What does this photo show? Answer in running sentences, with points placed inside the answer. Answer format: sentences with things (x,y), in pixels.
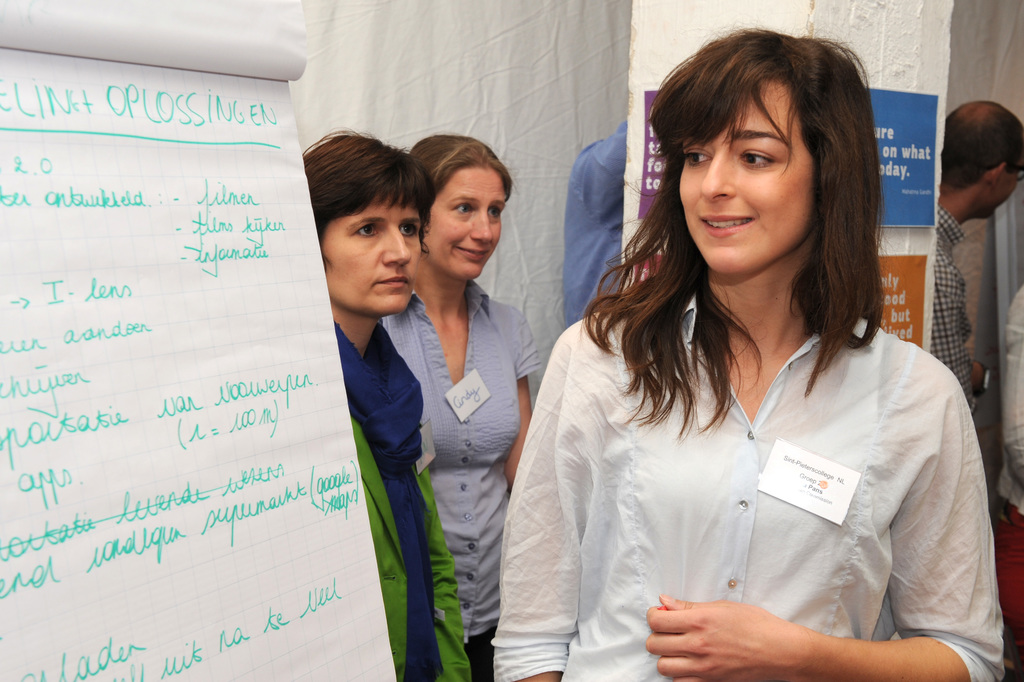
In this image we can see a lady (709,131). To the left side of the image (30,58) there is a paper (41,50) with something written on it. In the background of the image (456,223) there are people (582,234).
